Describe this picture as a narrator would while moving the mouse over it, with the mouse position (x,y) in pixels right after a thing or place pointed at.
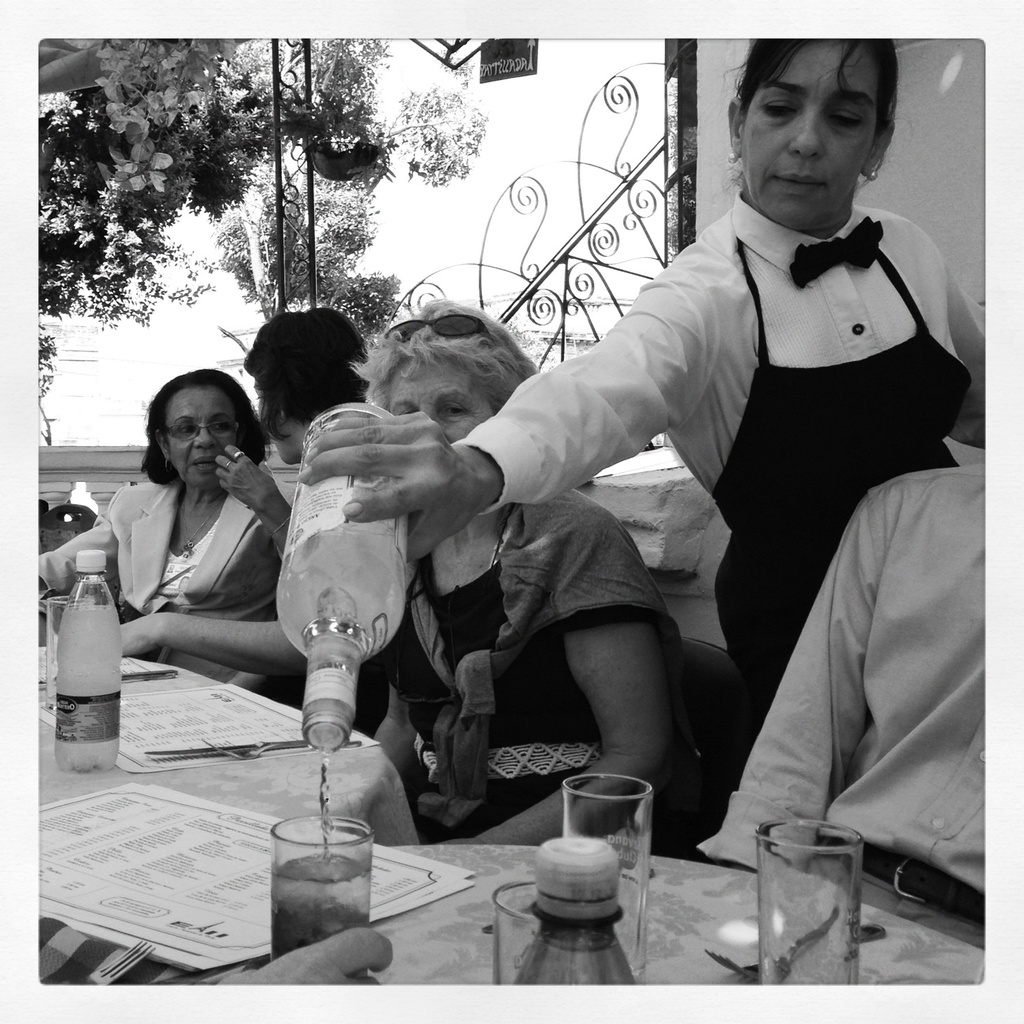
This picture shows a woman (575,408) serving wine (295,638) with a bottle (315,727) and we see few glasses (299,896) and bottles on the table (305,773) and we see people (547,504) seated on chairs (688,839) around and we see a tree (346,47).
